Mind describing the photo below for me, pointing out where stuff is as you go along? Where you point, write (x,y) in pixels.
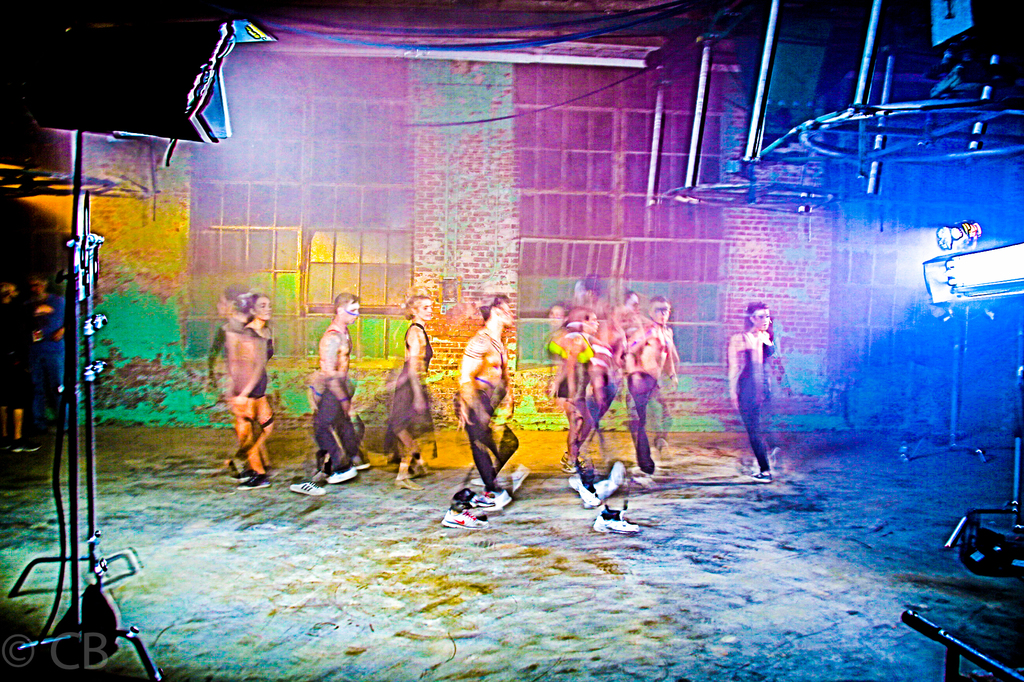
In this image I can see some people (657,381). In the background (438,181), I can see the wall (170,181).
